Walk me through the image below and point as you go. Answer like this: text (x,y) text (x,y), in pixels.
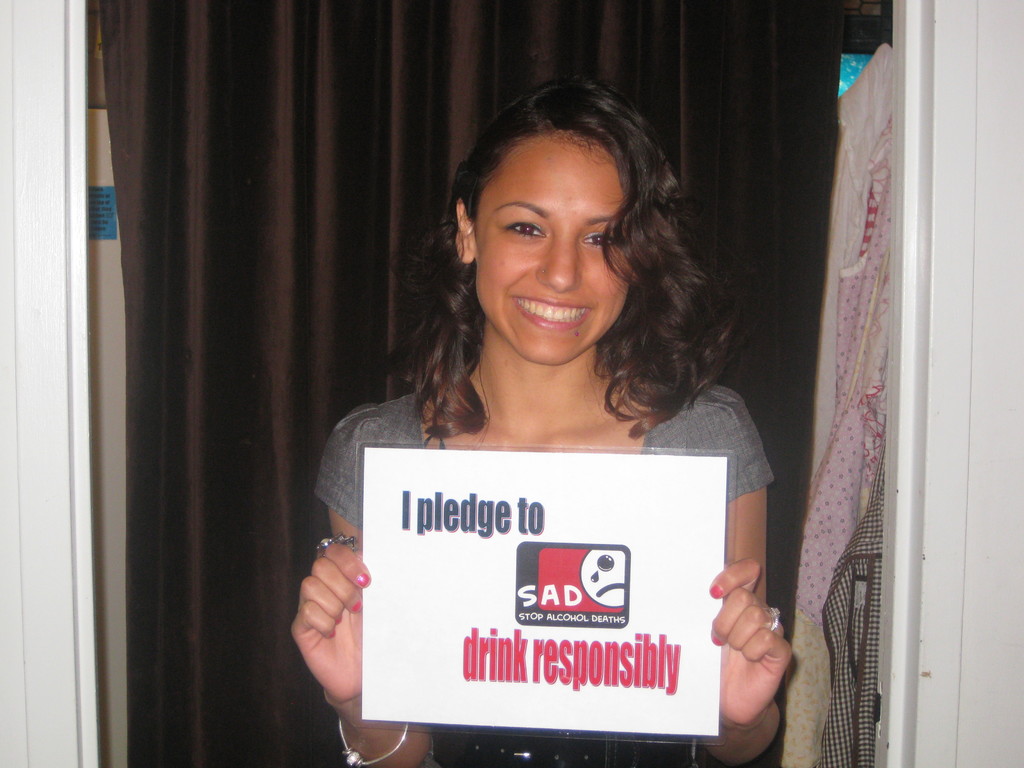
In this image, in the middle (585,429) there is a girl (717,399), she is standing and she is holding a white color paper (703,471), on that paper (648,467) there is I PLEDGE TO DRINK RESPONSIBLY is written, at the background (304,110) there is a black color curtain (352,105).
